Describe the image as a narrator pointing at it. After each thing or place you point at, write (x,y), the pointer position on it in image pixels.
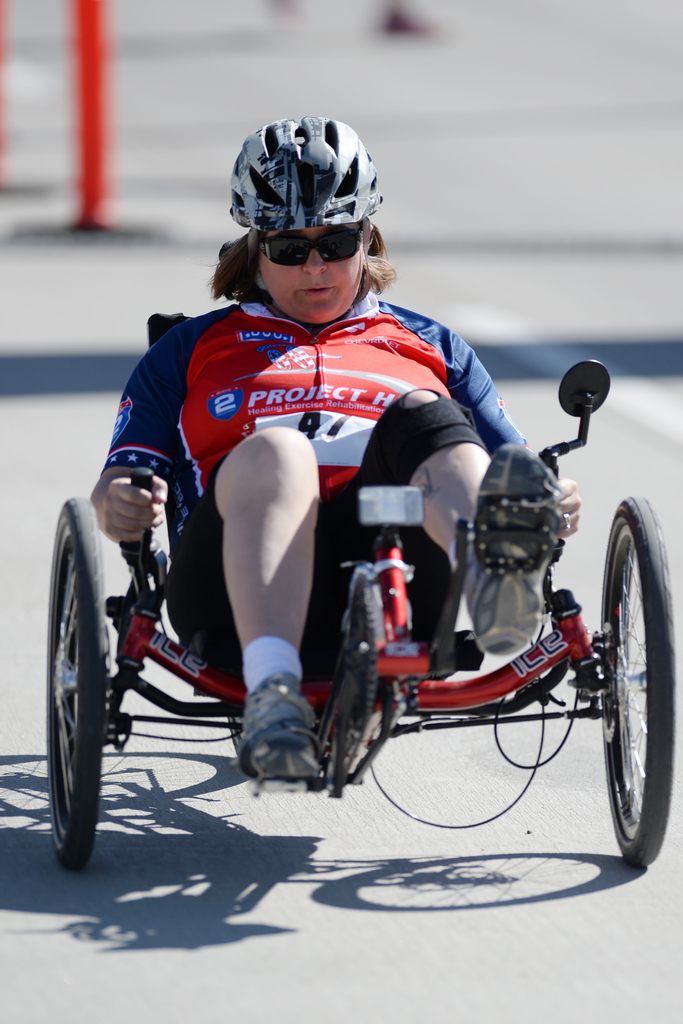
This person (321,349) is sitting on a vehicle (382,679) with wheels (664,570), wore goggles (337,251) and helmet (325,157). Background (620,157) it is blur.
